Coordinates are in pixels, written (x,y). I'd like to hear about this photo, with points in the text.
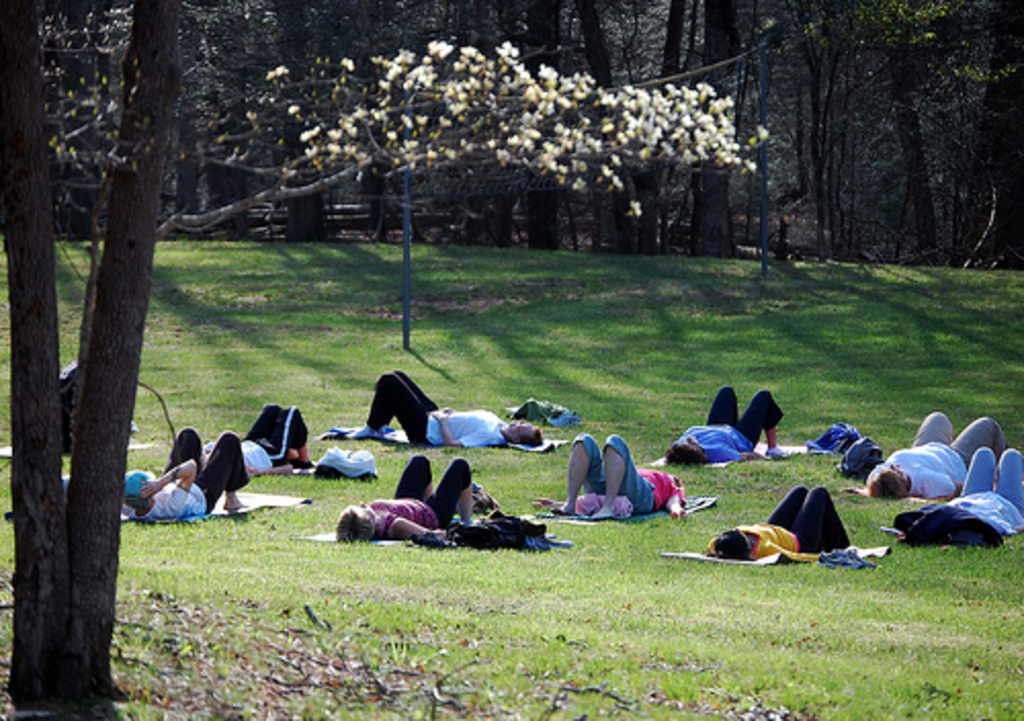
In this picture we can see group of people (617,478), they are lying on the grass (559,435), in the background (485,216) we can see few trees (530,85).
